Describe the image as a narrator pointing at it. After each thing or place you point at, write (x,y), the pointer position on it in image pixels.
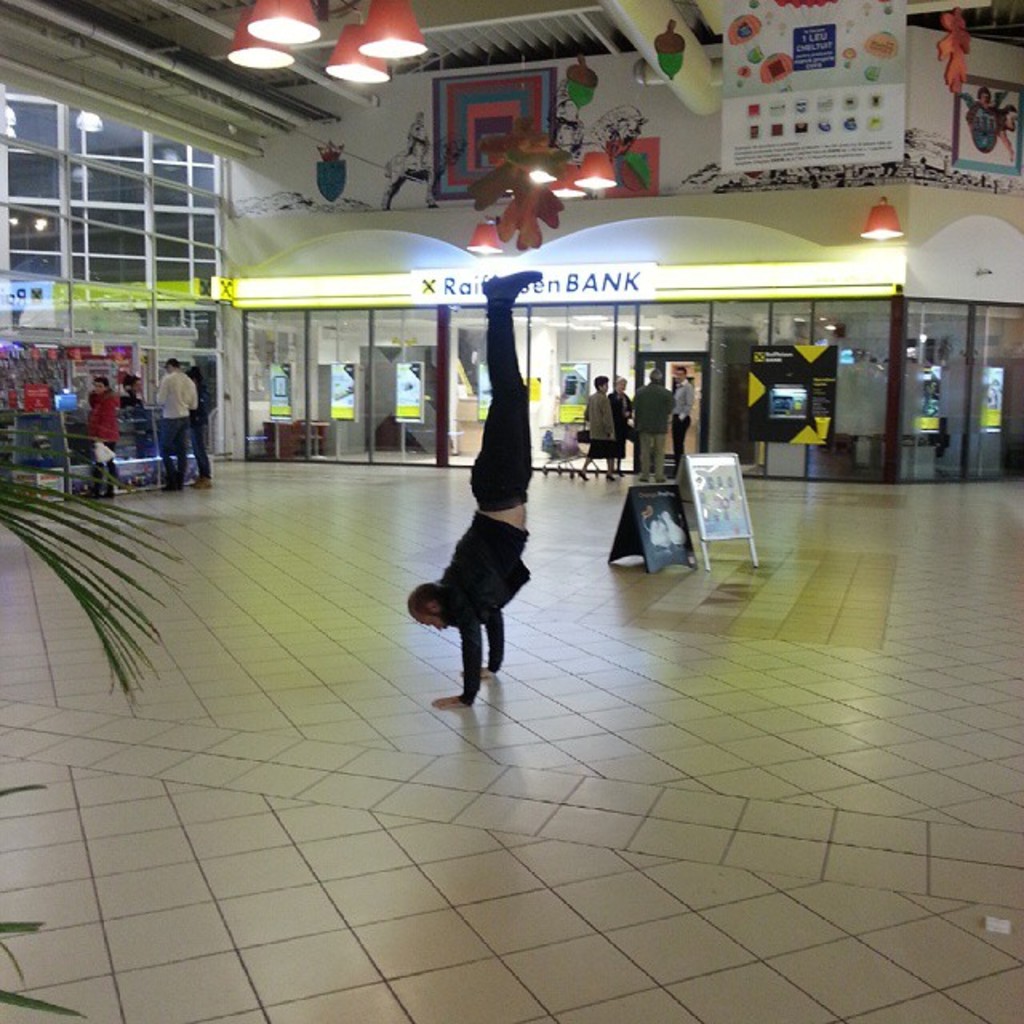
In this picture we can see a person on the floor (461,833) and in the background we can see a group of people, boards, posters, lights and some objects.
